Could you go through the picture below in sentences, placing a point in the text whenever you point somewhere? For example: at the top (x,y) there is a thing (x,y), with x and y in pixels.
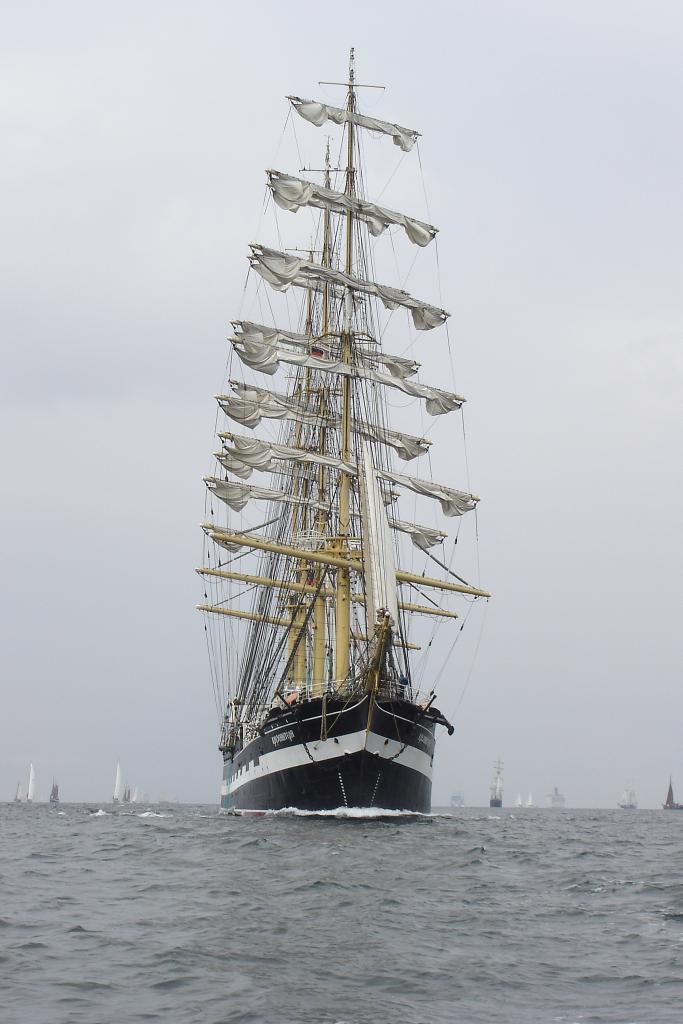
In this image I can see a ship (313,780) which is black, white and cream in color on the surface of the water (327,873). In the background (413,624) I can see few boats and the sky (427,462).
